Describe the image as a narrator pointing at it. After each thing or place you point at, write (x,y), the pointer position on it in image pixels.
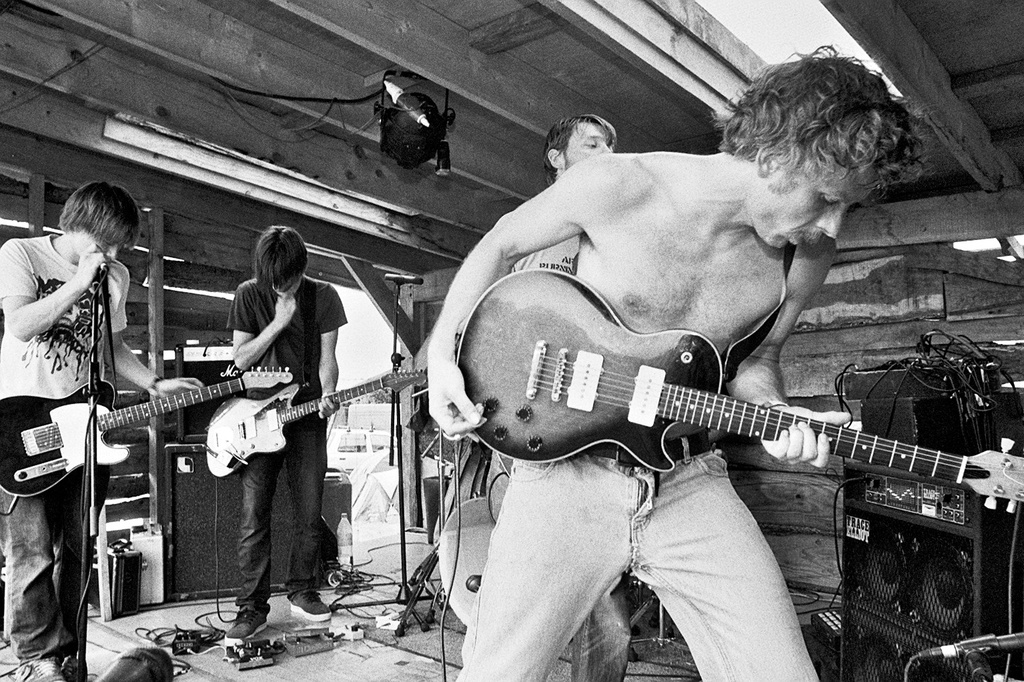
In this image there are four people (267,363), three people (318,297) are playing guitar (632,401). At the right side of the picture (954,548) there is a speaker (882,532) and wires (953,341) and at the bottom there are wires (214,628) and at the top (453,115) there is a light (438,150) and at the back (362,452) there is a vehicle (362,454).
